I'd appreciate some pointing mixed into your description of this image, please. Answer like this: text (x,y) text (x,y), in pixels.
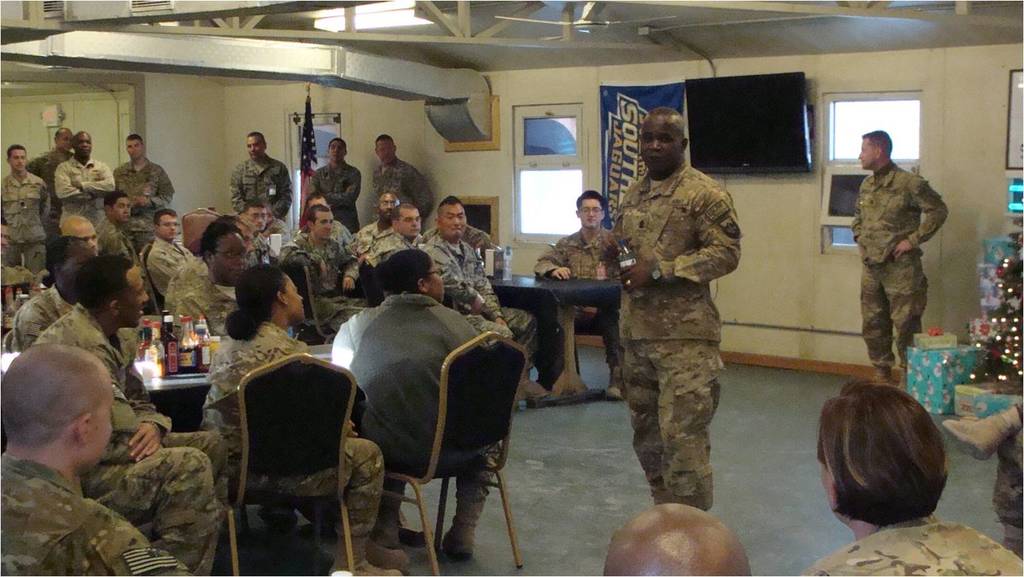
In this image I can see number of people (459,253) where few are standing and rest all are sitting on chairs (508,451). I can see all of them are wearing uniforms (547,252). In the background (304,142) I can see a flag (306,97) and a television (780,105) on this wall (763,253).
